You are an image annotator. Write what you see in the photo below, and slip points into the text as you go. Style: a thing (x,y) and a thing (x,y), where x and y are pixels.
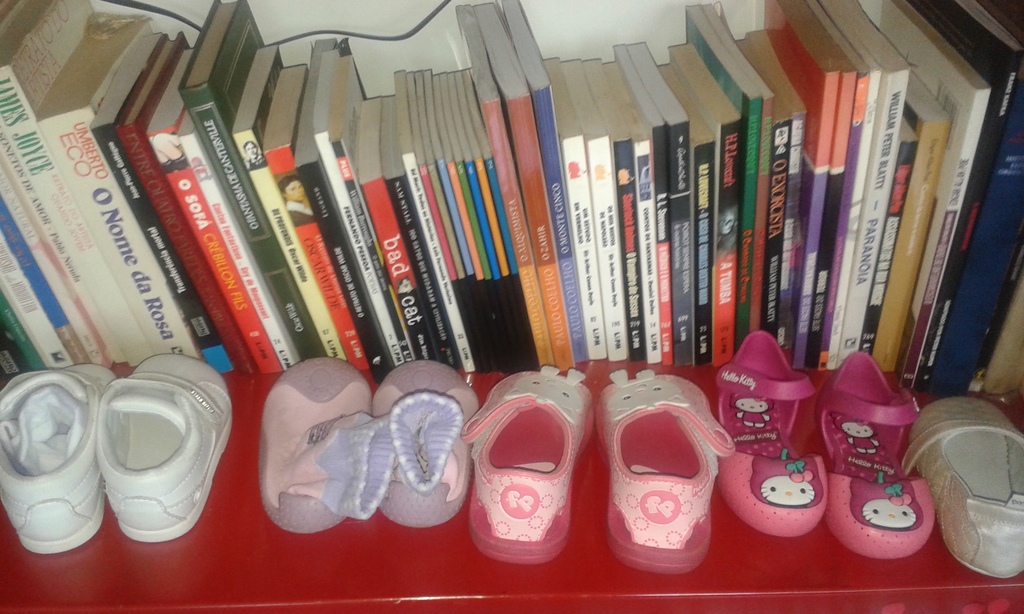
In this picture, there are books (595,202) placed in a row at the top (521,69). At the bottom (286,414), there are shoes (171,513) with different colors.
